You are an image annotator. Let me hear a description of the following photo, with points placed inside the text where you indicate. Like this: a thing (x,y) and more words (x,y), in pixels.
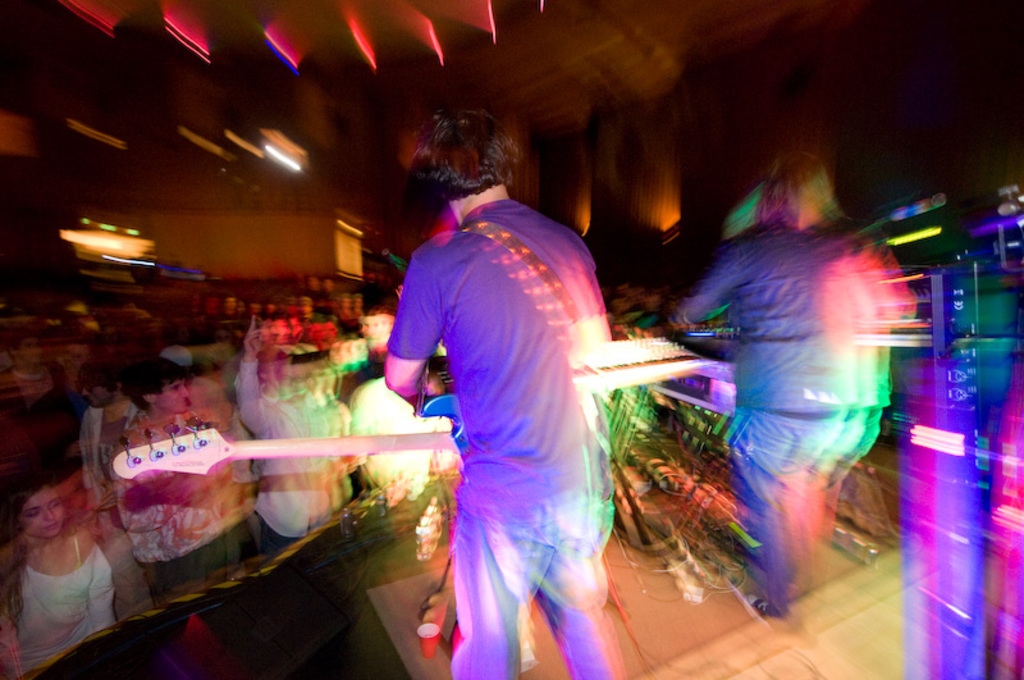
There are two persons (599,426) standing on the stage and one is holding a guitar (330,453). There are some other persons (276,384) standing in the background (307,323). There is a wall (410,234) at the top of this image (323,213).
